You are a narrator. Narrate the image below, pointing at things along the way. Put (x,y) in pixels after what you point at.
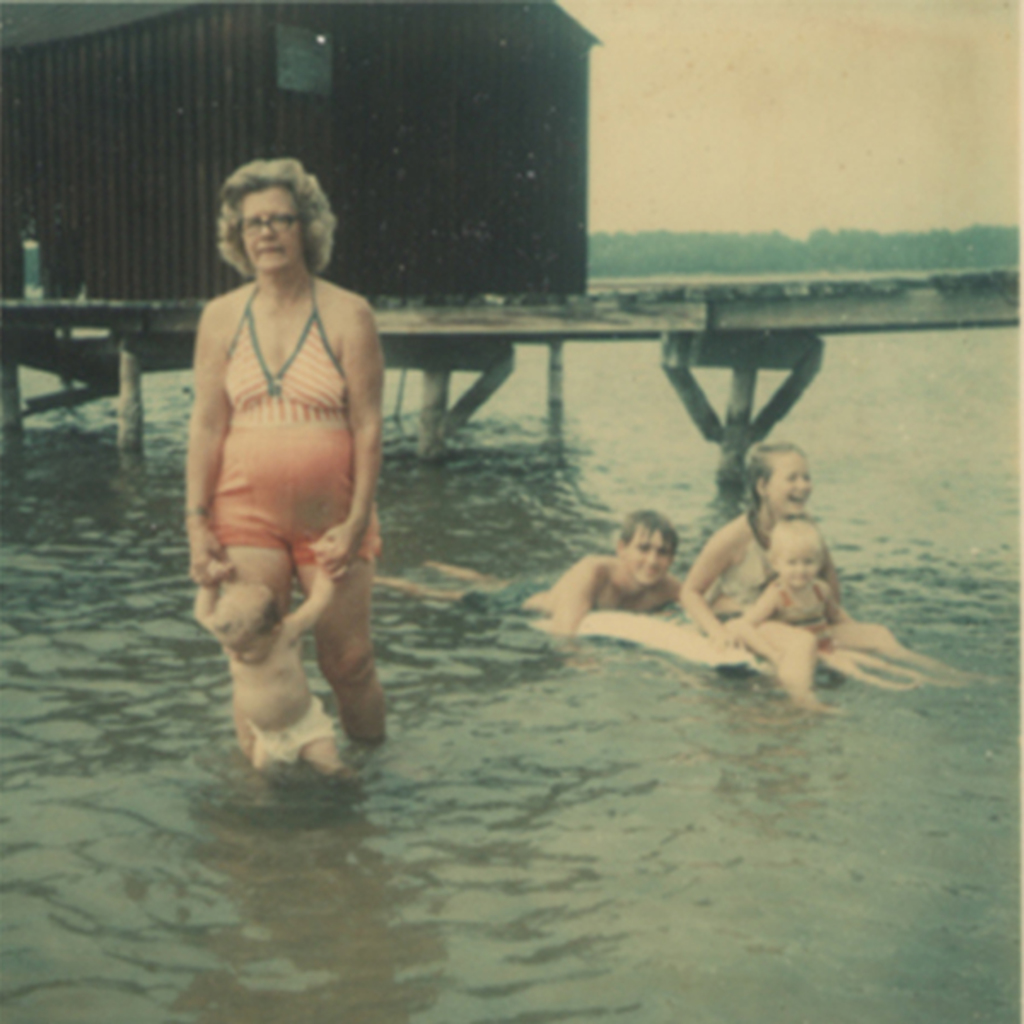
In this image we can see a woman (305,343) wearing the glasses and we can also see the kids (758,576) in the water (640,796). In the background (230,66) we can see the bridge (391,302) with the roof house (506,142). We can also see the trees (821,236). Sky (762,125) is also visible.
